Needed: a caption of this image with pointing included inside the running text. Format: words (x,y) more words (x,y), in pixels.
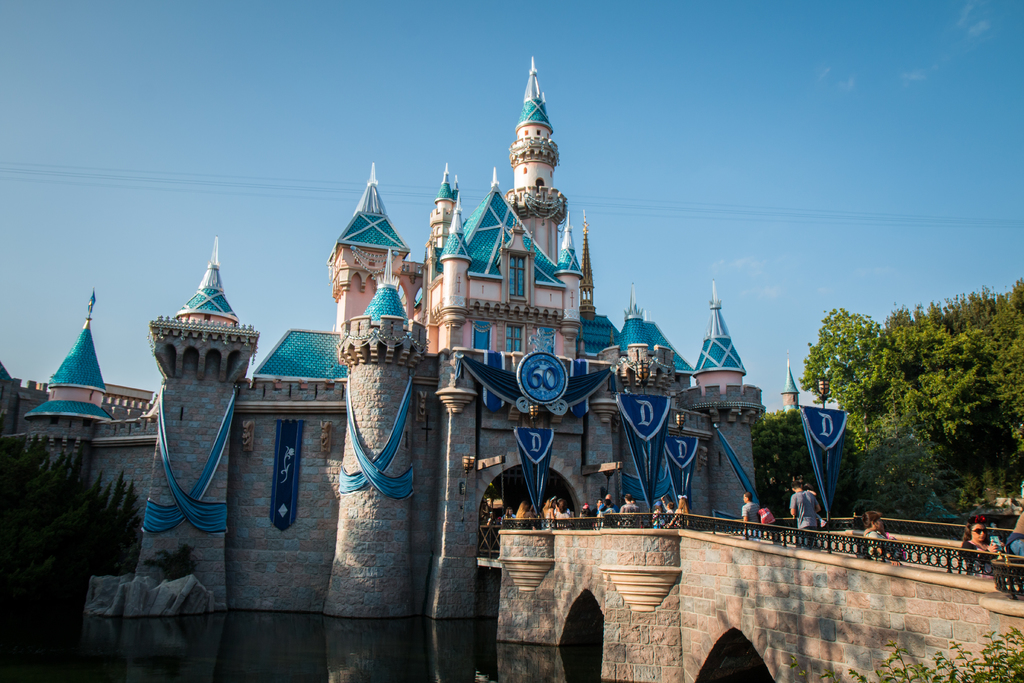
In the image there is a beautiful architecture (512,372) and in front of it there is a bridge (717,560) on the water surface (310,677), there are few people (793,502) on the bridge (945,577) and around the architecture (190,448) there are many trees (789,453).
